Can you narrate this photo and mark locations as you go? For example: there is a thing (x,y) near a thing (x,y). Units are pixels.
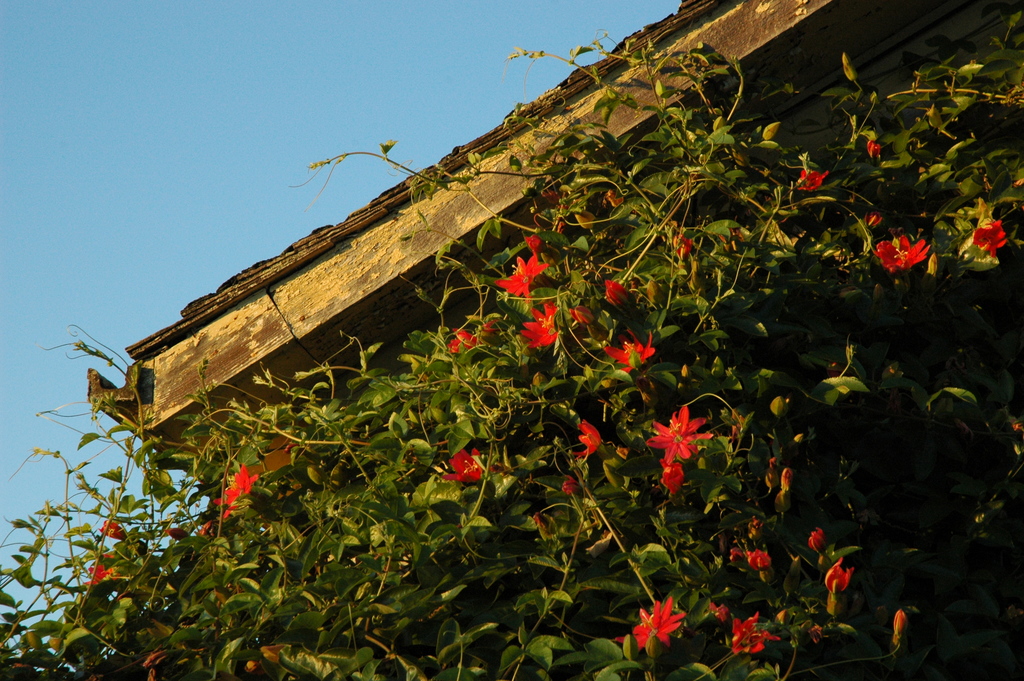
In this picture we can see some leaves (690,528) and flowers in the front (602,435), there is the sky (214,95) at the top of the picture (232,87).
